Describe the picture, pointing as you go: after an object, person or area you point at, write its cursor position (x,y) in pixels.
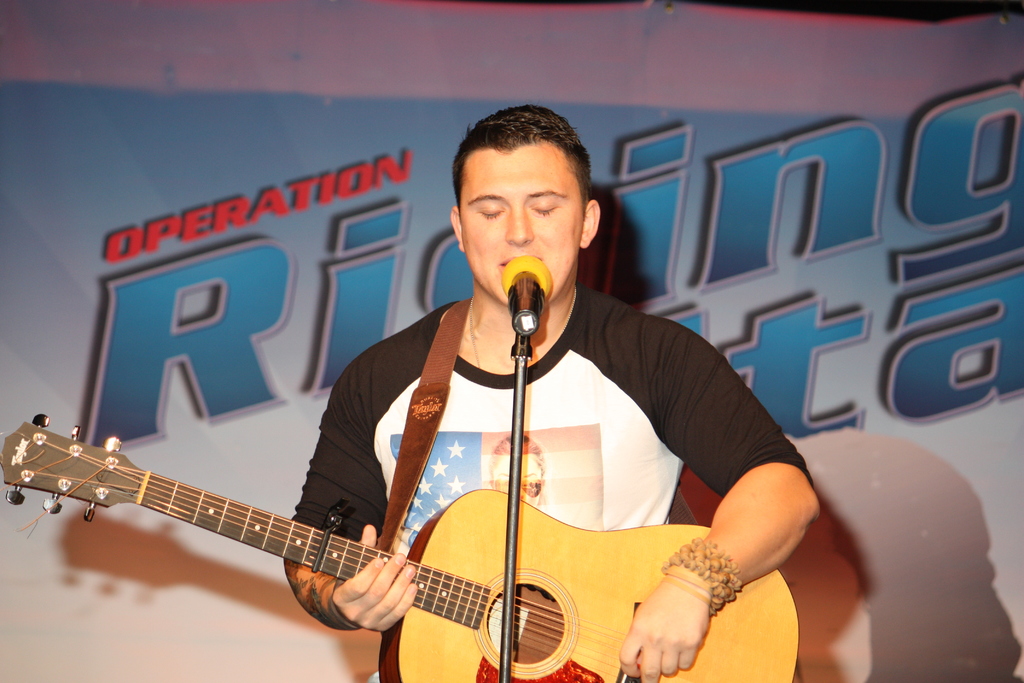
This picture shows a man (560,192) singing, playing a guitar (448,573) in his hands (686,656), in front of a microphone (526,289) and a stand (523,356). In the background (811,579) there is a poster (273,195).
